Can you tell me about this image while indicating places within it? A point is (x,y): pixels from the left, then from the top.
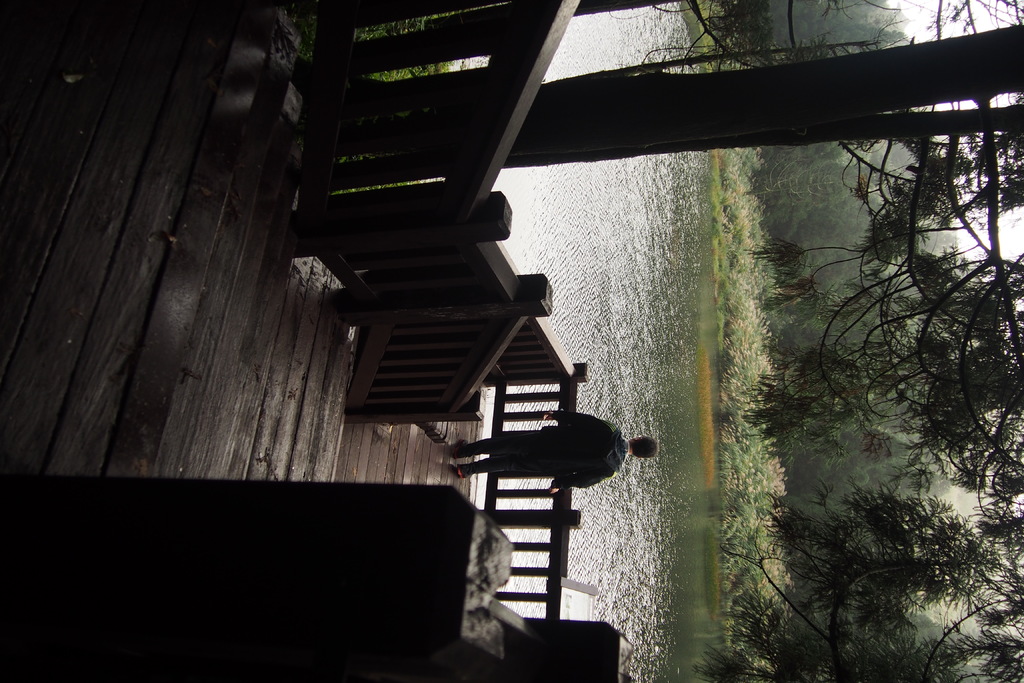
In this image I can see there is a person (554,455) standing on the wooden surface (340,343) beside the fence (519,347), in-front of him there are so many trees (868,613) and water (543,206).
